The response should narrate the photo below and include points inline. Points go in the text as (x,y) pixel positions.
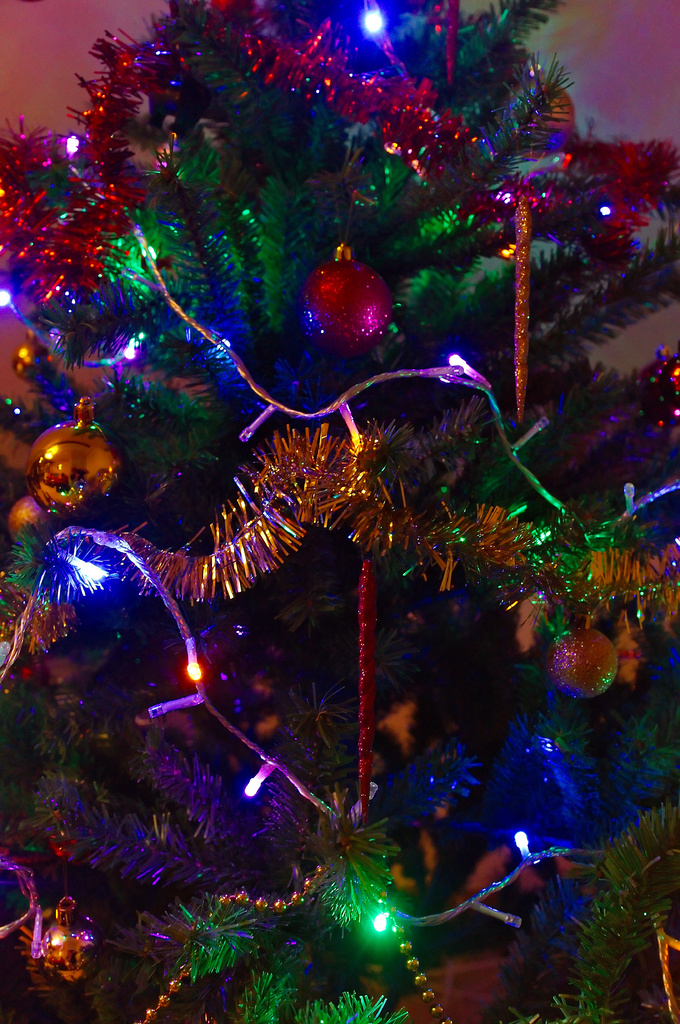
In this picture I can see an artificial tree (323,375) decorated with balls (313,322), lights (419,376) and some other decorative items (38,239).
